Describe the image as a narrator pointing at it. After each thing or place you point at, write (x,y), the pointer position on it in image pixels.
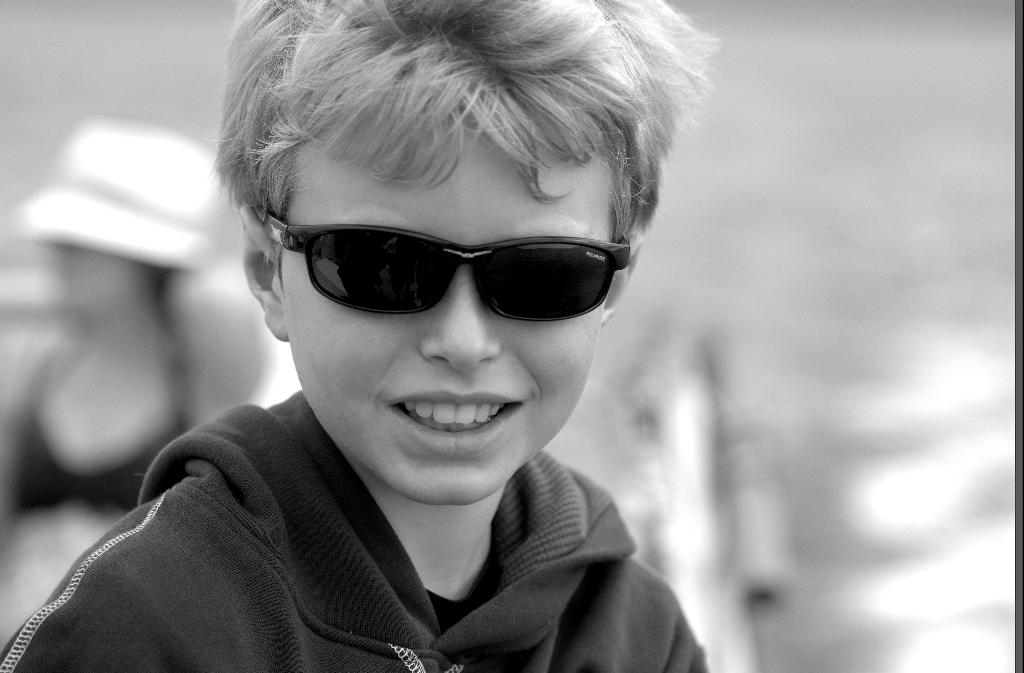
This is a black and white image. In this image we can see a boy (405,538) wearing spectacles (390,288). On the backside (139,384) we can see a woman (144,369) wearing a hat (88,231).
